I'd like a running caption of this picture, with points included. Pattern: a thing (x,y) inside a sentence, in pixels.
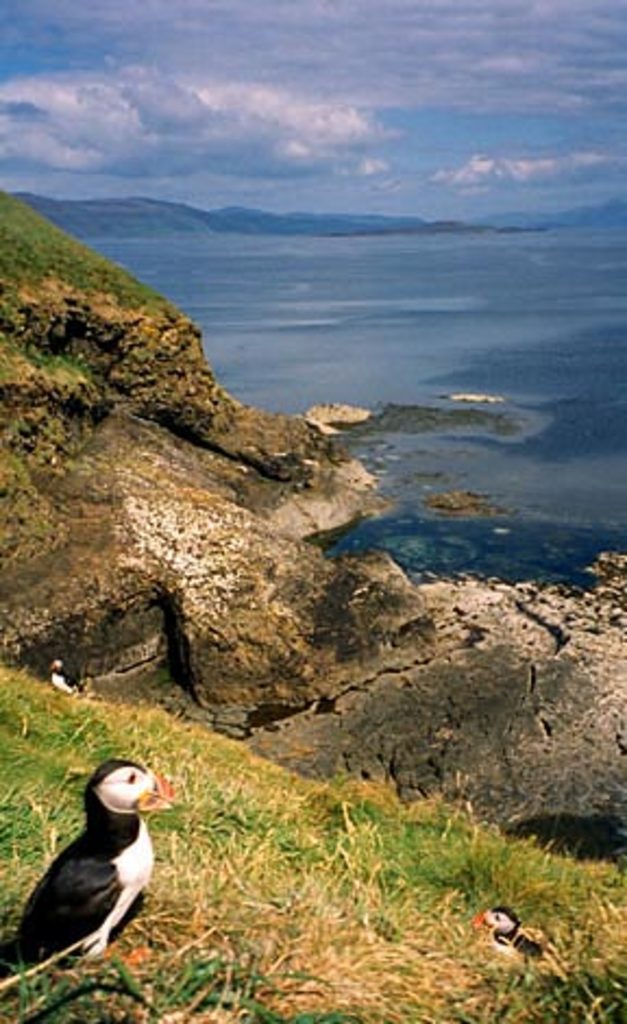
In this picture, we can see three birds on the ground (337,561) and we can see the grass (338,787), plants (130,300) and we can see some mountains (53,208), water (536,357) and the sky (150,127) with clouds (106,102).
